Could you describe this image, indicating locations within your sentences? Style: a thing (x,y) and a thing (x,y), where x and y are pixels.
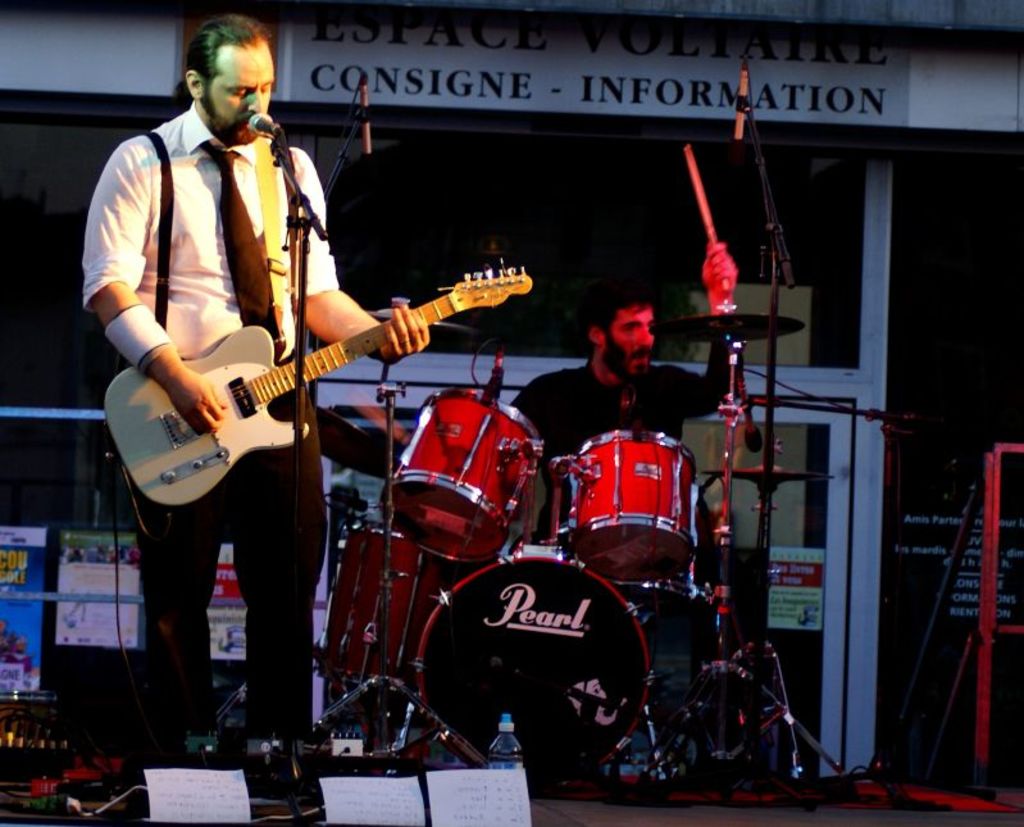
In this image, In the left side (136,489) there is a man (197,280) standing and holding a music instrument (203,437) and he is singing in microphone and in the middle (407,541) there are some music instruments (493,519) which are in red color, In the background (626,388) there is a man (626,388) sitting and he is holding some sticks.
